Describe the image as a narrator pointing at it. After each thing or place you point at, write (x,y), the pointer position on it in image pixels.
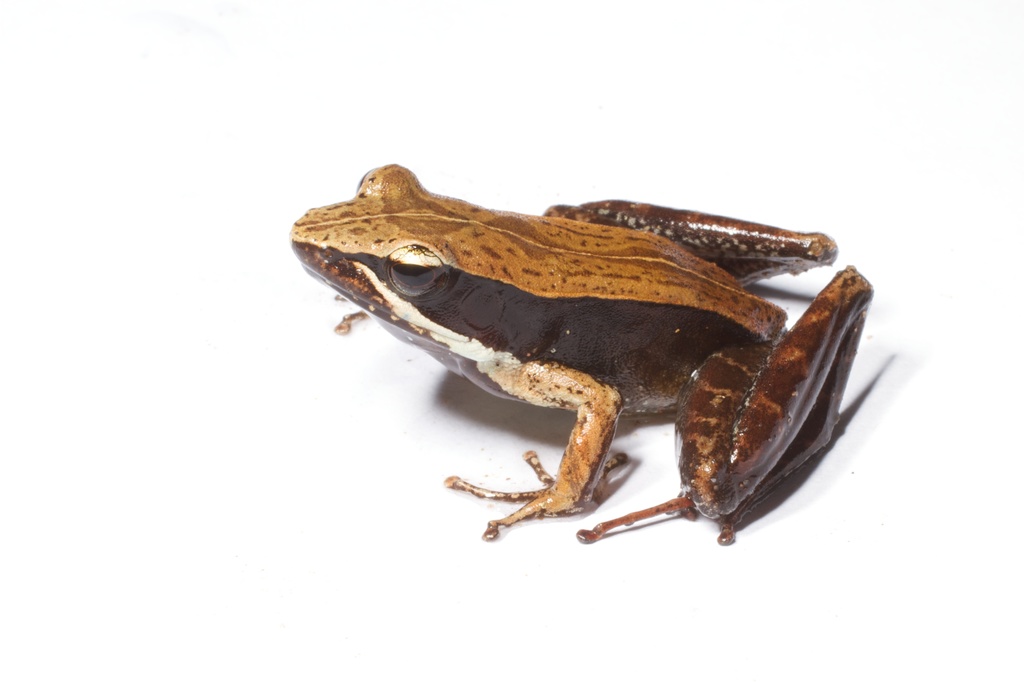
In this image we can see a frog (676,265).
